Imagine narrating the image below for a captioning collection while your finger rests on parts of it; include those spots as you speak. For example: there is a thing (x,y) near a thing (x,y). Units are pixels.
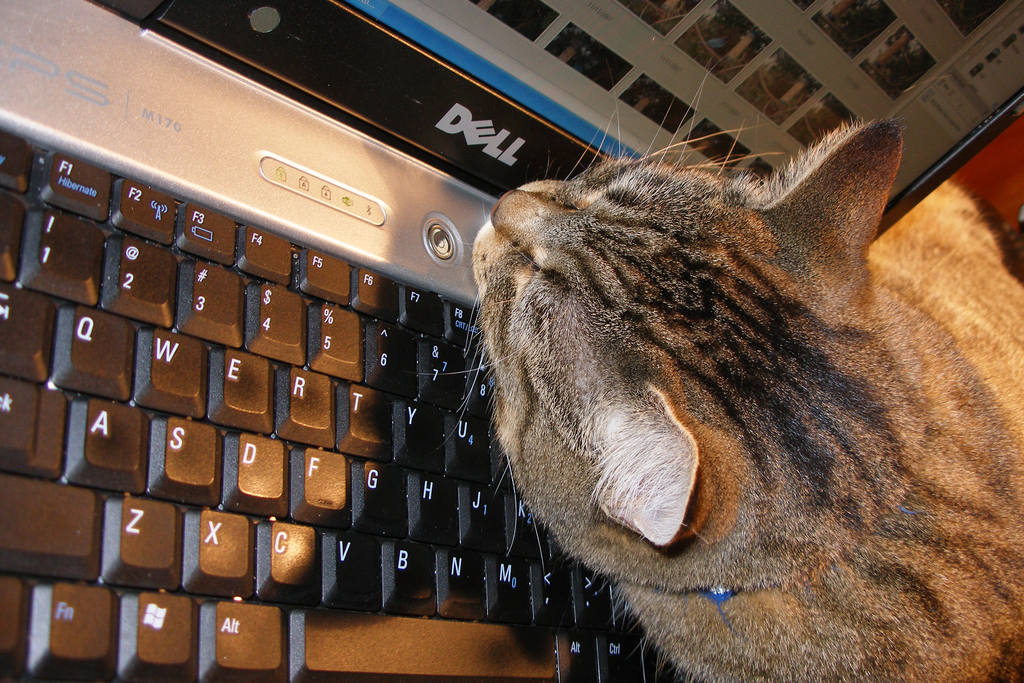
In this picture I can see a laptop (173,354) and a cat (788,324). Cat (823,363) is black and grey in color.
